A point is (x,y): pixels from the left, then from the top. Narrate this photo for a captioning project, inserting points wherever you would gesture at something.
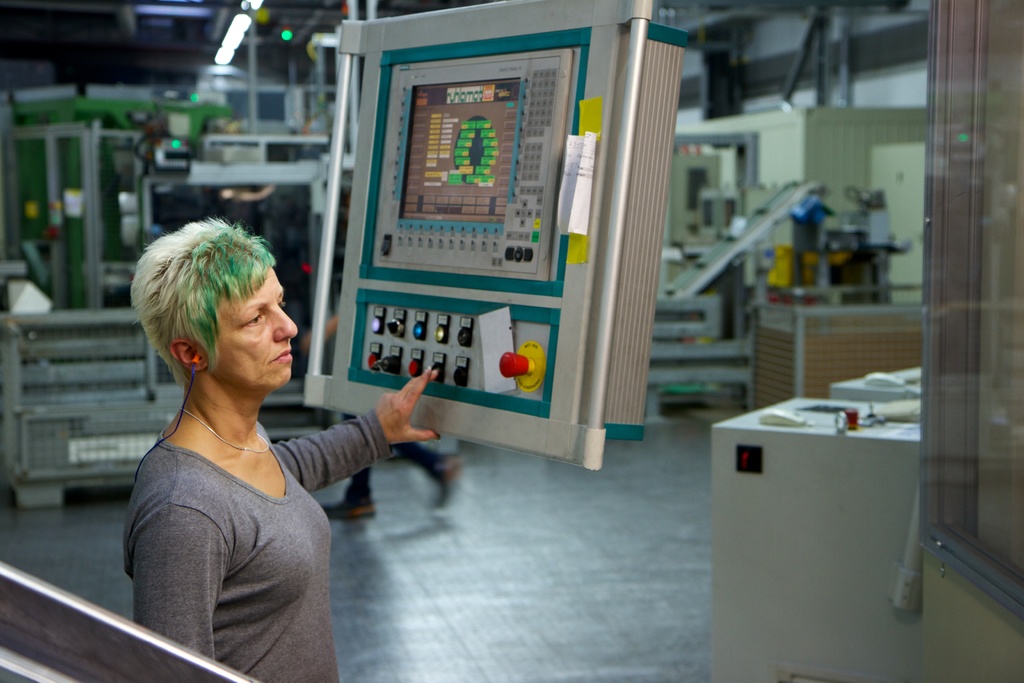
This is a person (259,599) standing. This looks like a control panel (563,304), which is hanging. I think this is the table (786,406) with few objects (838,412) on it. In the background (742,260), I can see few electronic devices (131,220). I think there is a person (367,506) walking.
